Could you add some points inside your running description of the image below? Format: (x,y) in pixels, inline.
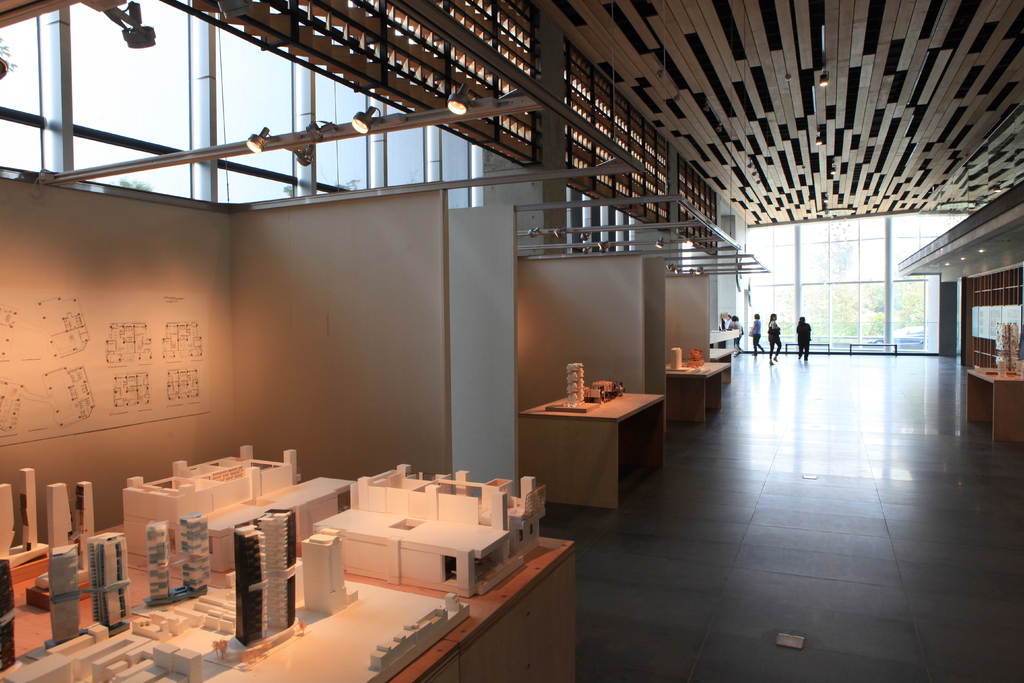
Here in this picture on the left side (230,579) we can see miniature designs (246,572) of houses (369,558) and buildings (263,578) present on table (132,565) over there and on the wall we can see designs (71,399) present and we can see lights (305,147) present on pole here and there and we can also see other tables (584,427) also present beside it with building designs (676,359) on it and in the far we can see people (760,335) walking on the floor (778,375) over there and outside the building (852,320) we can see trees (864,317) present all over there.
